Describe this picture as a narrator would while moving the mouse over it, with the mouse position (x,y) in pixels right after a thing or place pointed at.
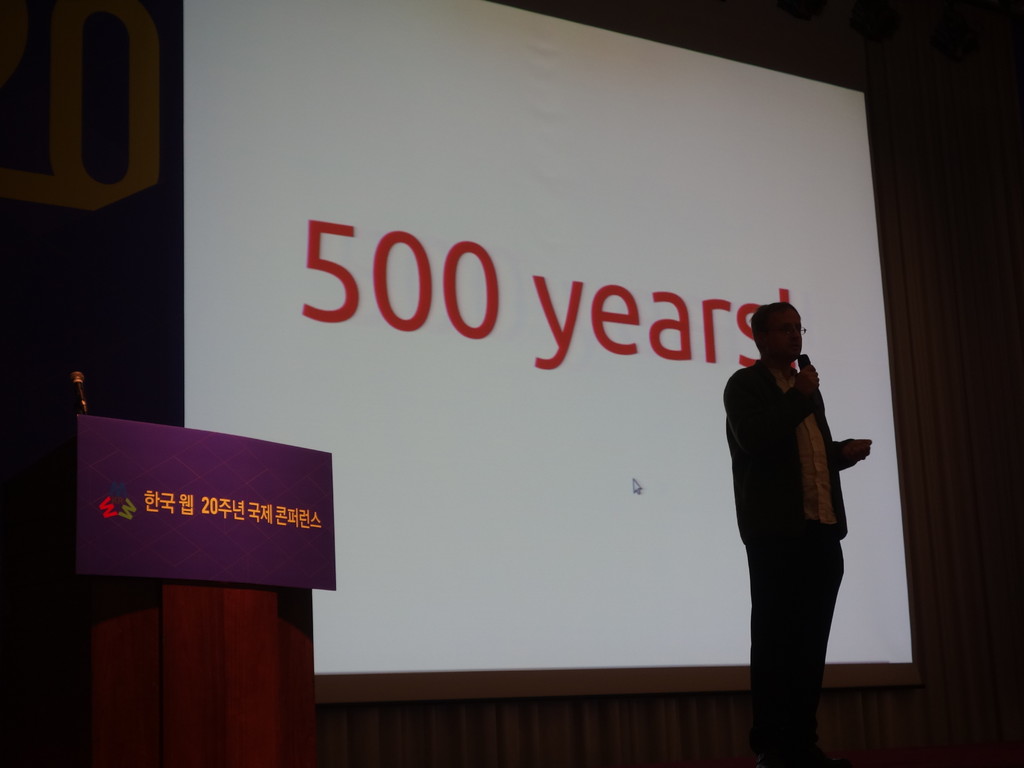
In this image we can see a man (767,512) is standing and holding mic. Behind screen (512,297) is there. Left side of the image (95,595) podium (100,579) is present.
